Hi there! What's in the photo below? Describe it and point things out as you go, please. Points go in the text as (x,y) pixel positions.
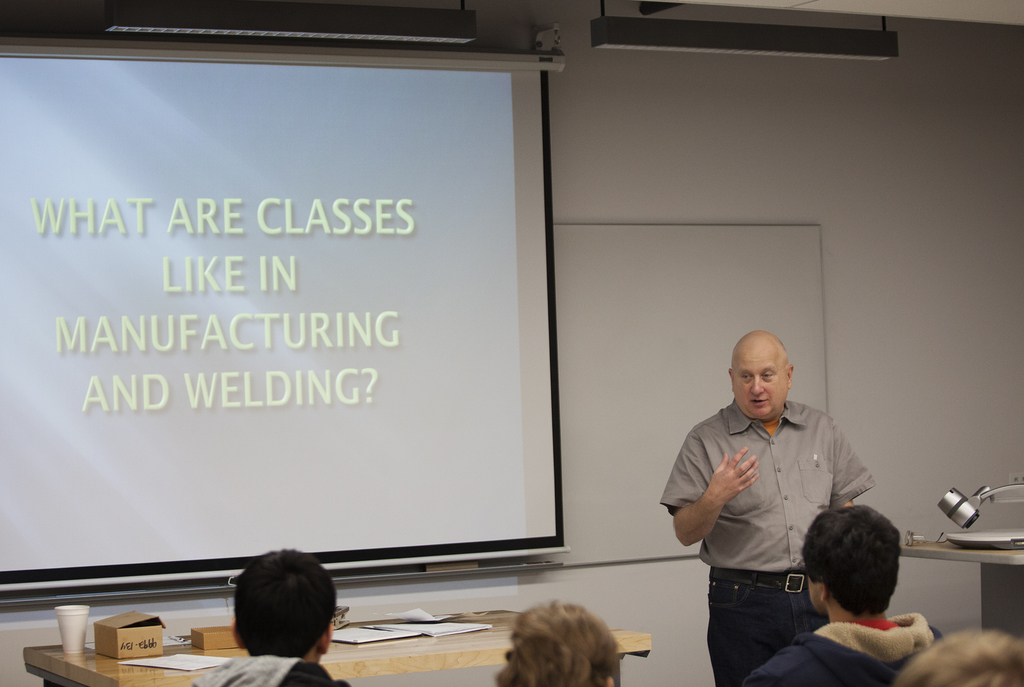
This picture is clicked inside. In the foreground (822,659) we can see the group of people (610,658) seems to be sitting on the chairs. On the right (784,424) there is a man (775,470) wearing shirt (791,525), standing on the ground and seems to be talking. On the right corner (975,515) we can see a metal rod (963,497) and some items (971,546) are placed on the top of the table (976,555). In the center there is a table (384,652) on the top of which a glass (59,616), boxes (134,651), papers (391,633) are placed. In the background (532,501) we can see the projector screen (535,475) on which we can see the text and we can see the wall (635,76) and the lights (593,42).
